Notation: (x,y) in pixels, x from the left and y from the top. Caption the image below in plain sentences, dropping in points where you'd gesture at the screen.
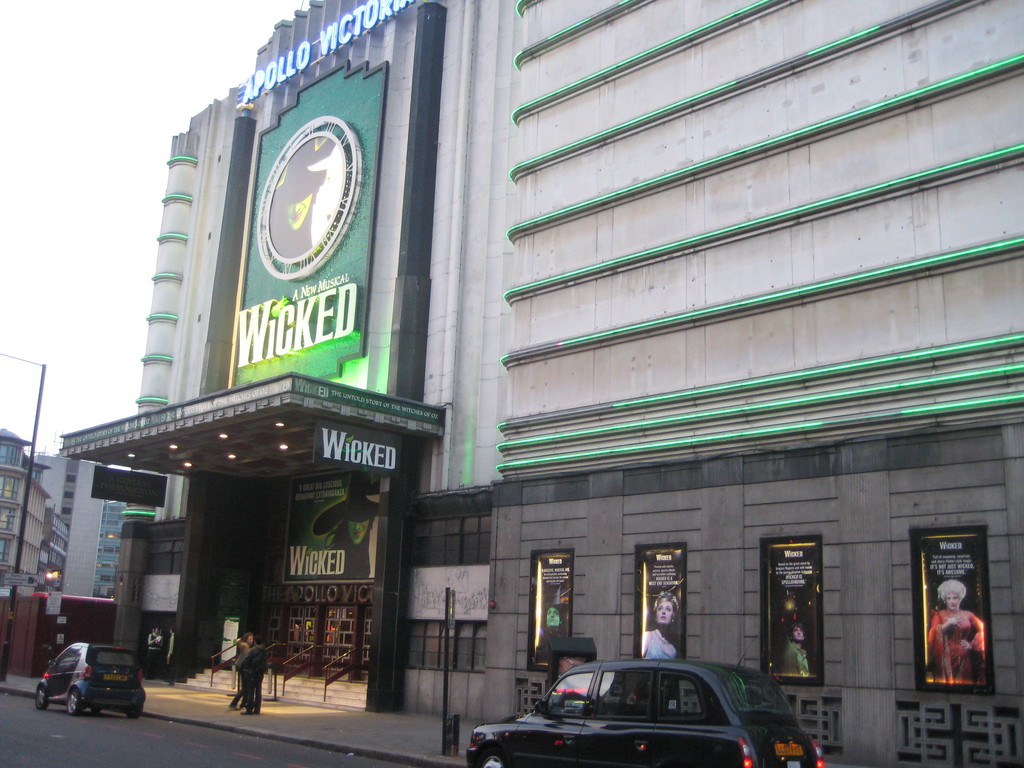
This image is taken outdoors. At the bottom of the image (150,735) there is a road (145,741) and a car (609,755) is parked on the road (39,735). In the middle of the image (428,367) there are a few buildings (464,432) with walls (679,322), windows (8,524), balconies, roofs (92,446) and doors (308,634) and there are a few boards (355,248) with text (309,563) on them. There are a few stairs (199,677) with railings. Two persons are standing on the sidewalk (308,718) and there are a few posters (768,636) with images (945,608) and text (559,575) on them. On the left side of the image (74,660) there is a pole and a car (93,678) is moving on the road (16,727).
